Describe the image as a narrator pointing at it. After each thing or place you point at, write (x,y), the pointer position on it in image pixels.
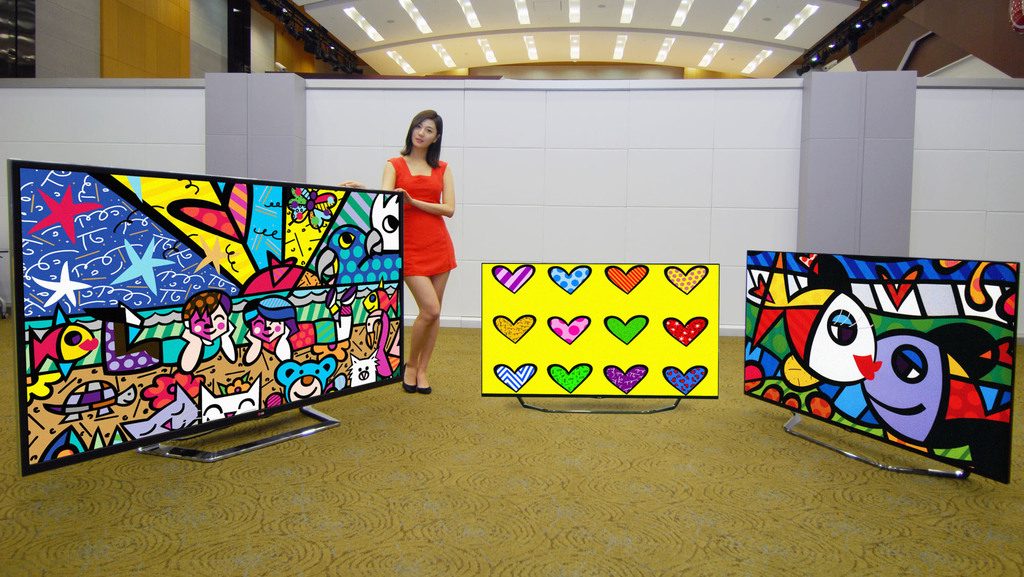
In the middle of this image (417,262) there is a woman (408,254) standing, holding a monitor (334,241) and giving pose for the picture. There are three monitors (590,351). On the screens (540,340), I can see some paintings (166,302). These monitors (490,357) are placed on the ground (429,512). In the background (667,239) there is a wall (772,133). At the top of the image (514,30) there are lights (412,17) to the ceiling (460,34).
